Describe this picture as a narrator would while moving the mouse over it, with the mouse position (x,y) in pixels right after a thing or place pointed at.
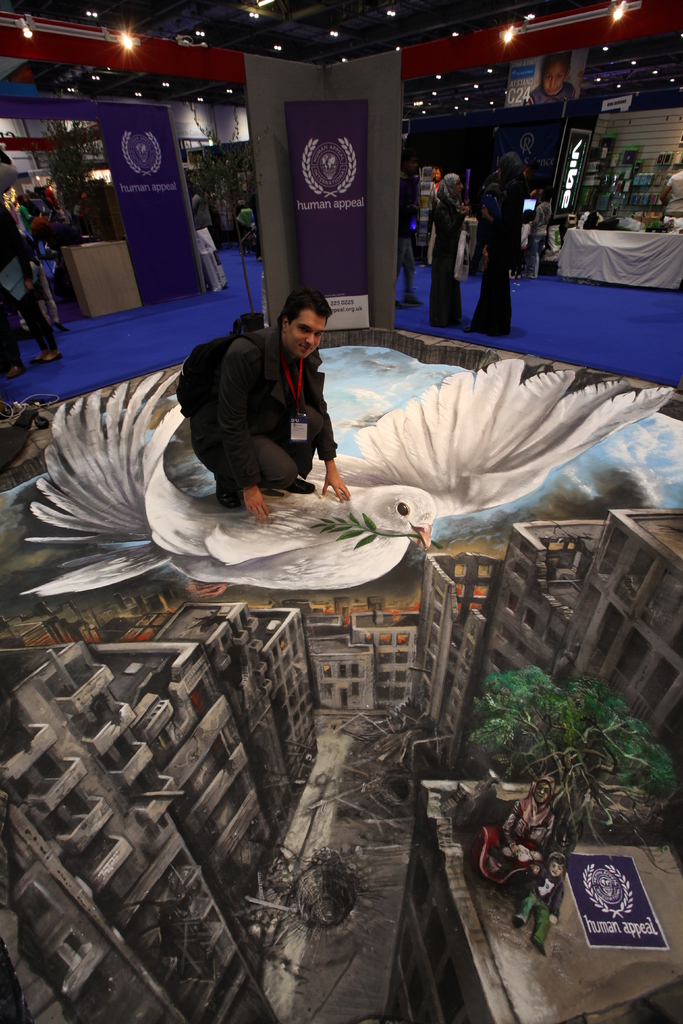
Here we can see a man (298,399) in squat position on the floor (305,559). On the floor (343,614) we can see drawings (277,596) of a bird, buildings (451,855), tree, a woman (526,816) and a kid (538,895) on the building (485,853). In the background (59,265) there are few people (37,211) standing on the floor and hoarding (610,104), lights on the roof top (315,4), wall (278,214) and some other items (552,249).
